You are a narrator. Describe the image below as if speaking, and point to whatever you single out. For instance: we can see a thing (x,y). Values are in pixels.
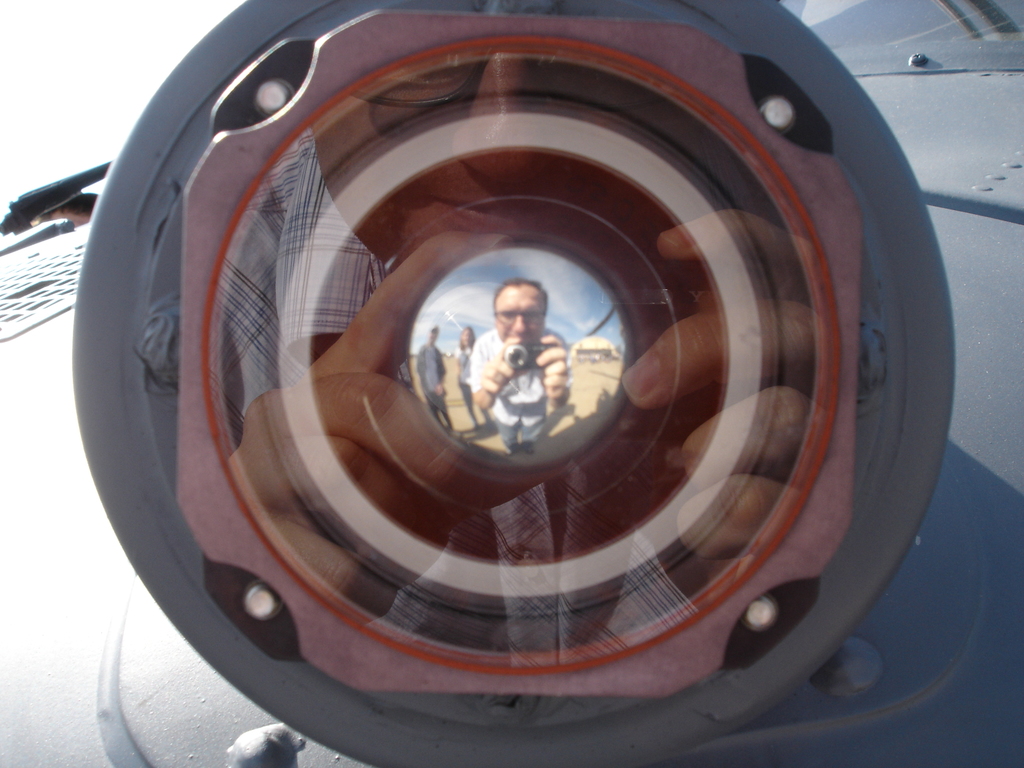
In this image we can see an object (472,343) on a surface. In the object (493,457) we can see the reflection (340,412) of a person (342,304) taking a photo of it. Behind the person (558,347) there are two more persons (472,382) standing.
